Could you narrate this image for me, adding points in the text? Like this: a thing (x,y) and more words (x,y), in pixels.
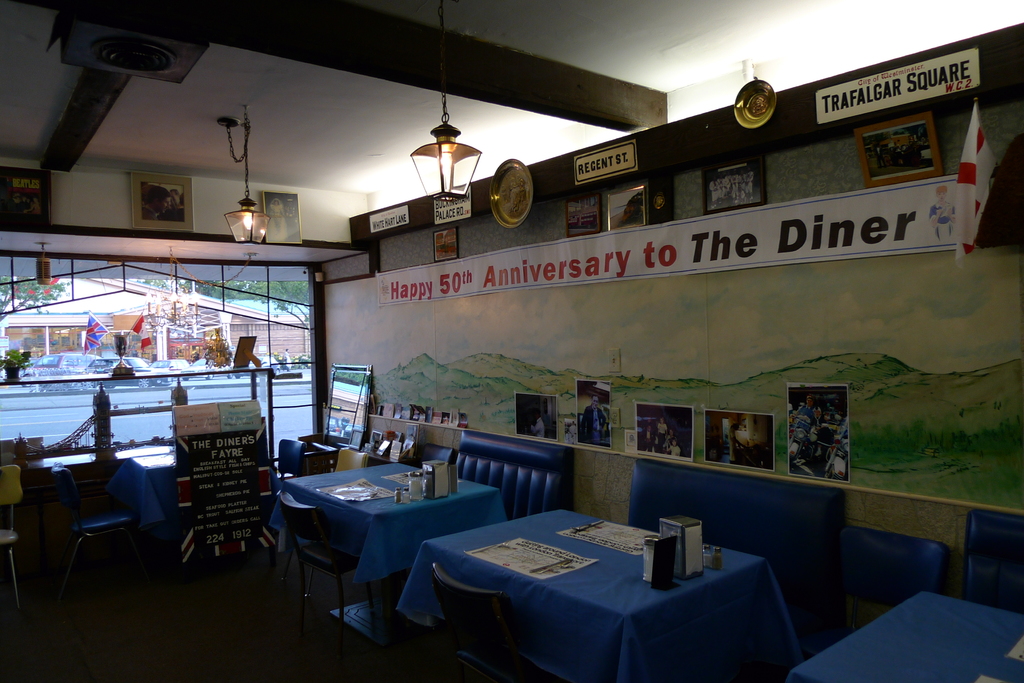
This is a room (290,337). In this room (180,494) there are tables (175,476) and chairs (442,582). On the table (484,522) there are papers (361,487) and many other items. In the back (484,347) there is a wall (488,348). On the wall (484,349) there is a banner (576,275), photo frames (584,431) and many other things (493,196). On the ceiling (345,185) there are lights (470,178).
